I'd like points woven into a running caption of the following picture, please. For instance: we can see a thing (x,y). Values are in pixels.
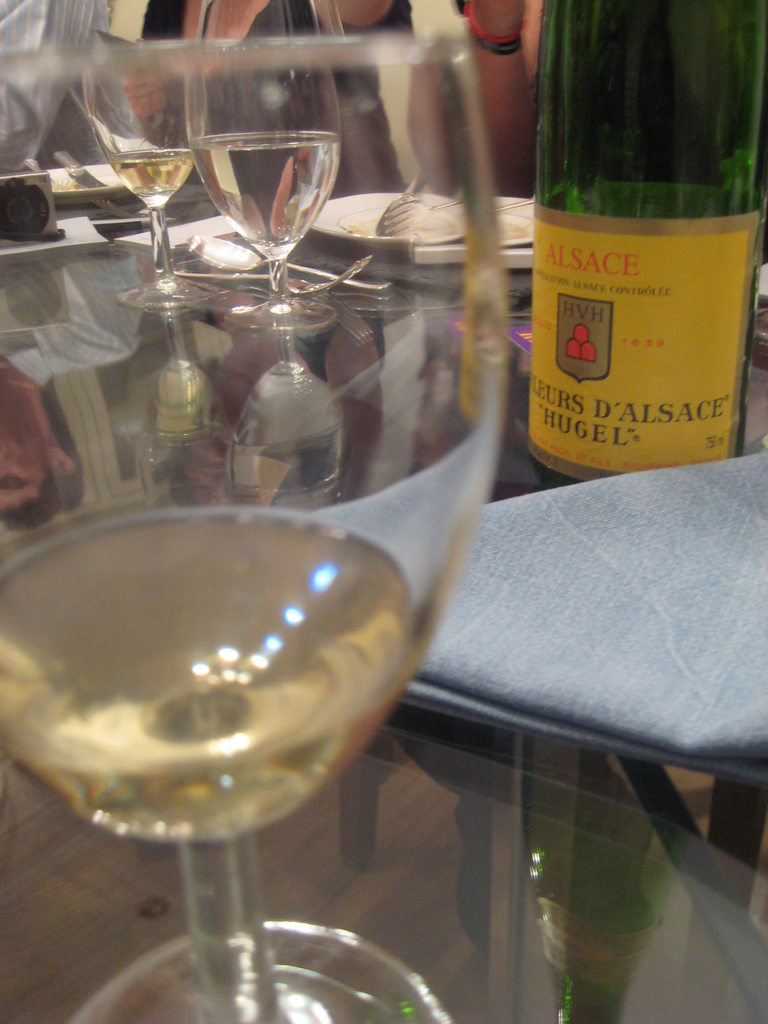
There are few glasses (276,230) of wine (161,170) and a wine bottle (589,413) on a table (76,863).
